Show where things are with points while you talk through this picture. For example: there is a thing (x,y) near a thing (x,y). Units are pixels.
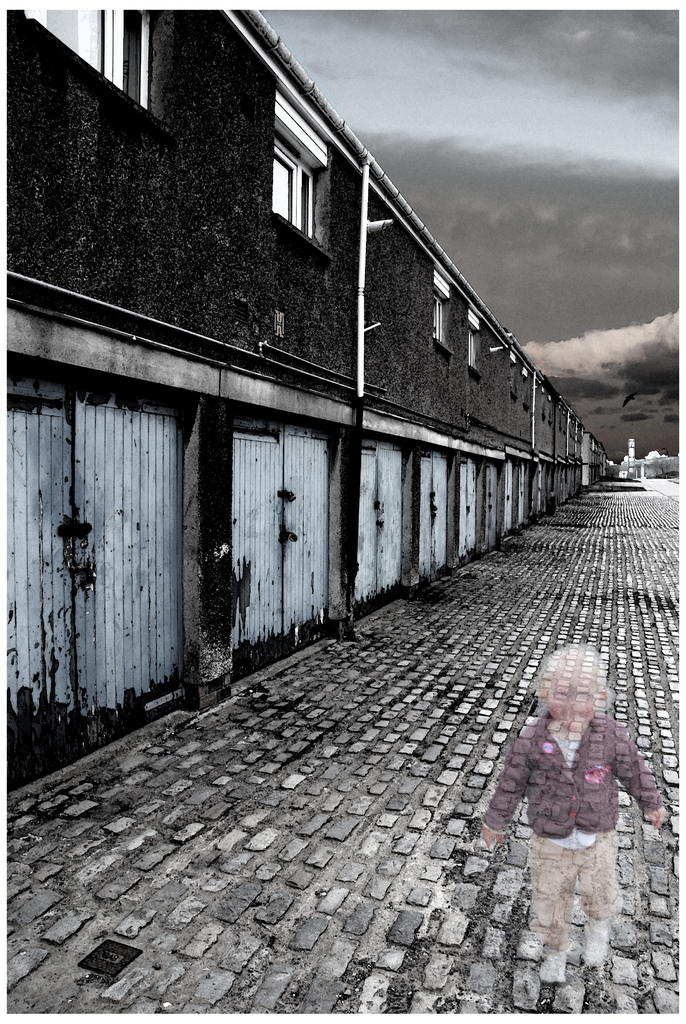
In this image I can see buildings (243,503) and I can see number of doors (46,600), I can also see a child (539,808) over here. In the background (560,169) I can see cloudy sky (565,285).
